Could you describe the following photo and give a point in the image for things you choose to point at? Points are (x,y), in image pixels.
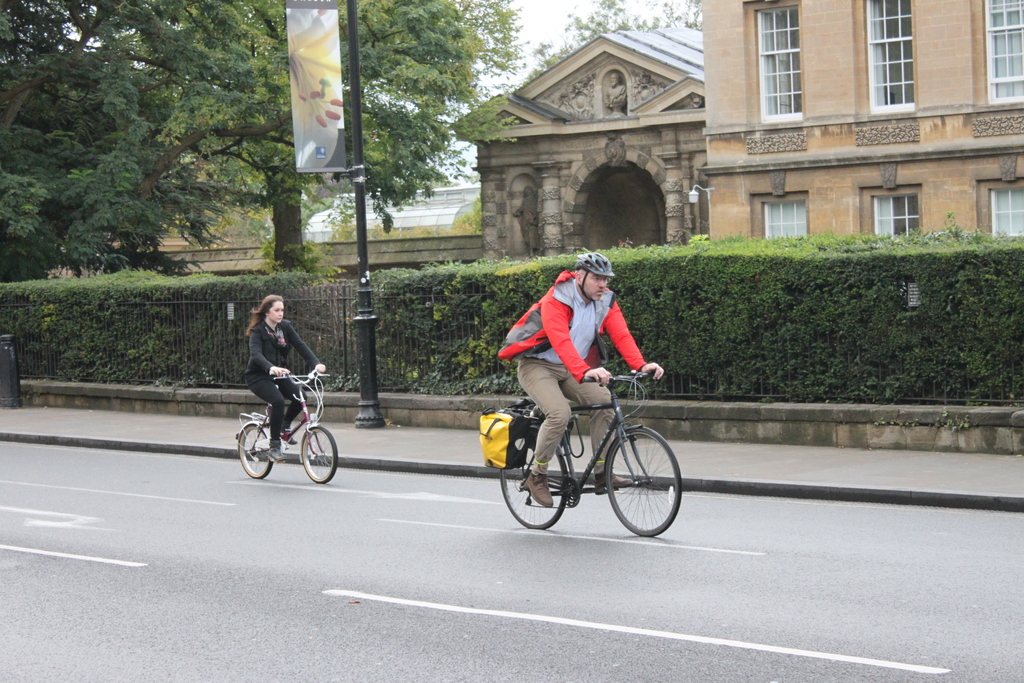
In the image we can see a man (513,340) and a woman (266,337) wearing clothes (604,309) and shoes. They are riding on the road (587,498) with the help of bicycle (569,498), this is a road (664,602) and white lines (490,528) on the road (573,610). This is a helmet (575,260), pole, poster (326,95), trees (148,100), plant (823,332), fence (482,344), building (795,153) and windows (873,77) of the building (876,63), and the sky (536,1).
